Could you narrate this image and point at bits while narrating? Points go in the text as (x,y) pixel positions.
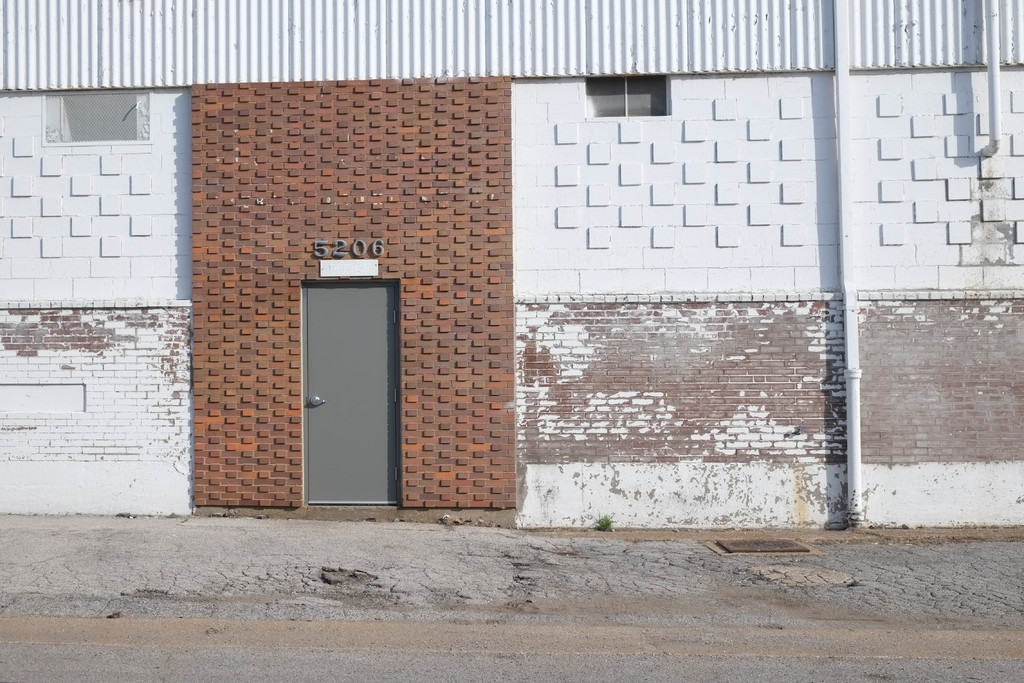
In this image I see the building (729,231) over here and I see the door (323,401) and I see the numbers (347,255) written over here and I see the path (510,586).
